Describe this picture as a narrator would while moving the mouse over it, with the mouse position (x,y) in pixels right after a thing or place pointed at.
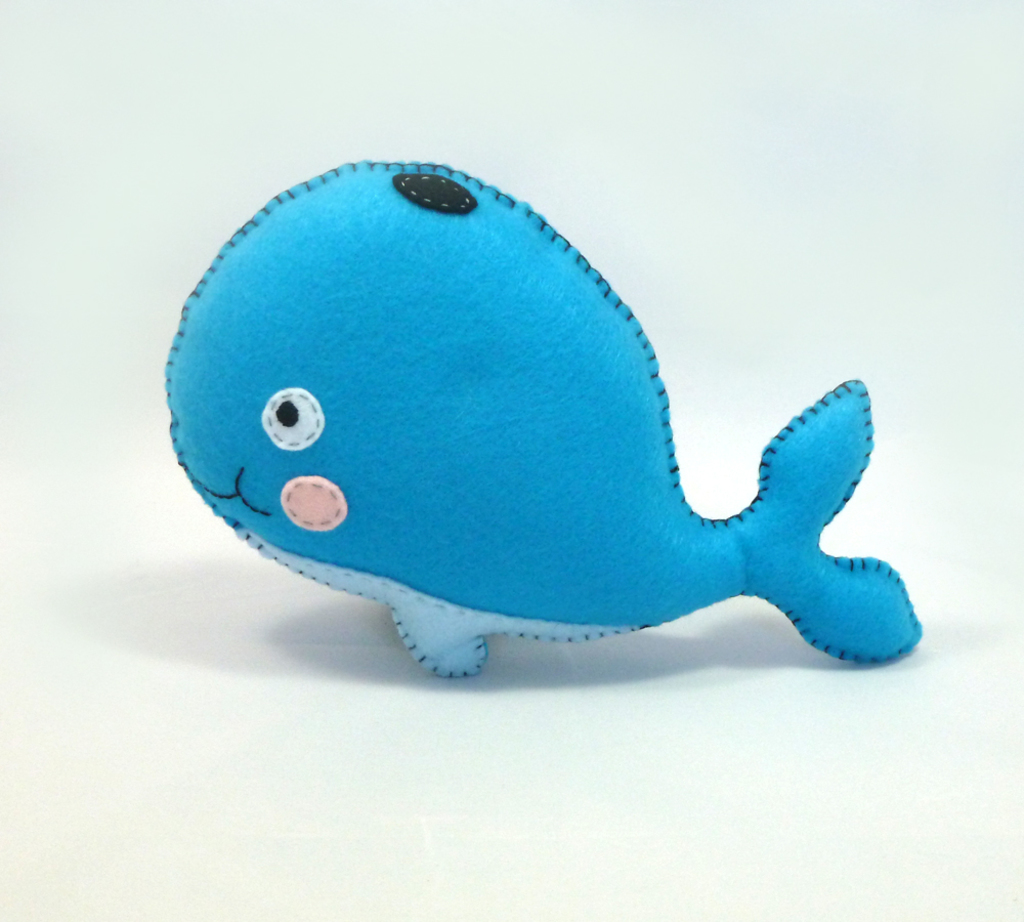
This is the picture of a toy (577,557) which is in fish shape and it is in blue color.
